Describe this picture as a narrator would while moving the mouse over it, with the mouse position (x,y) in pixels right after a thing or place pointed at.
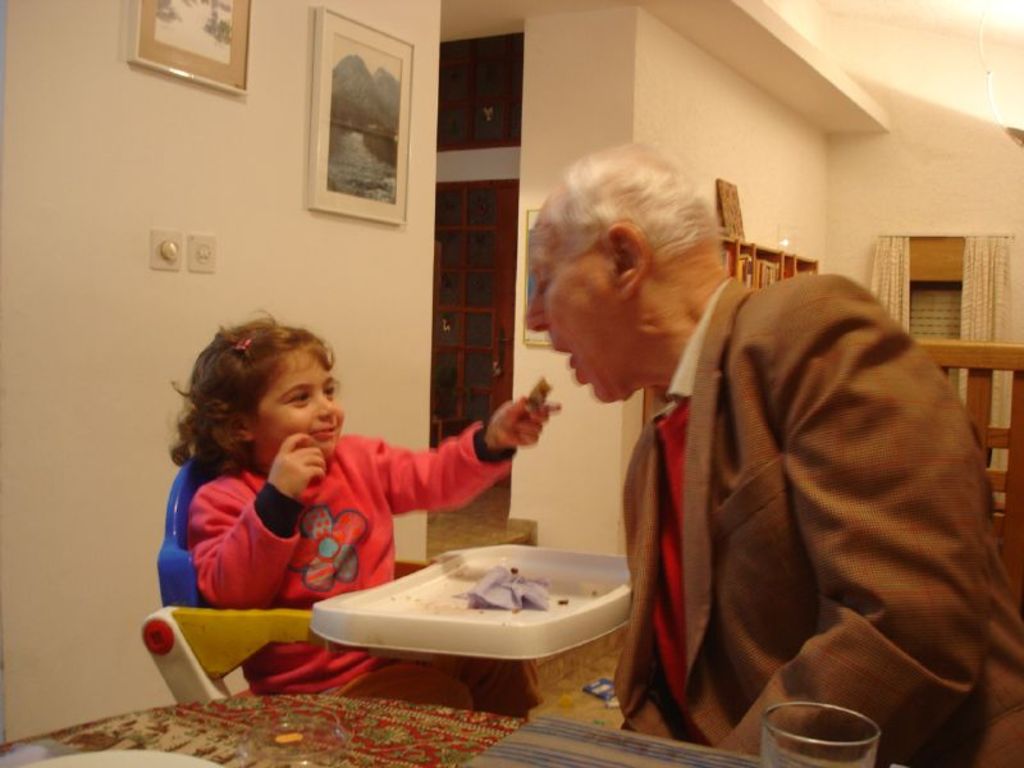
There is a man (776,694) sitting on chair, in front of him we can see glasses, plate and mat (321,717) on the table (281,716). There is a girl (293,598) sitting on chair (191,586) and holding a food (536,399), behind her we can see frames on a wall (251,179). In the background (825,190) we can see wall (812,247), objects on wooden object (786,259), curtains (889,277), door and window (947,310).
